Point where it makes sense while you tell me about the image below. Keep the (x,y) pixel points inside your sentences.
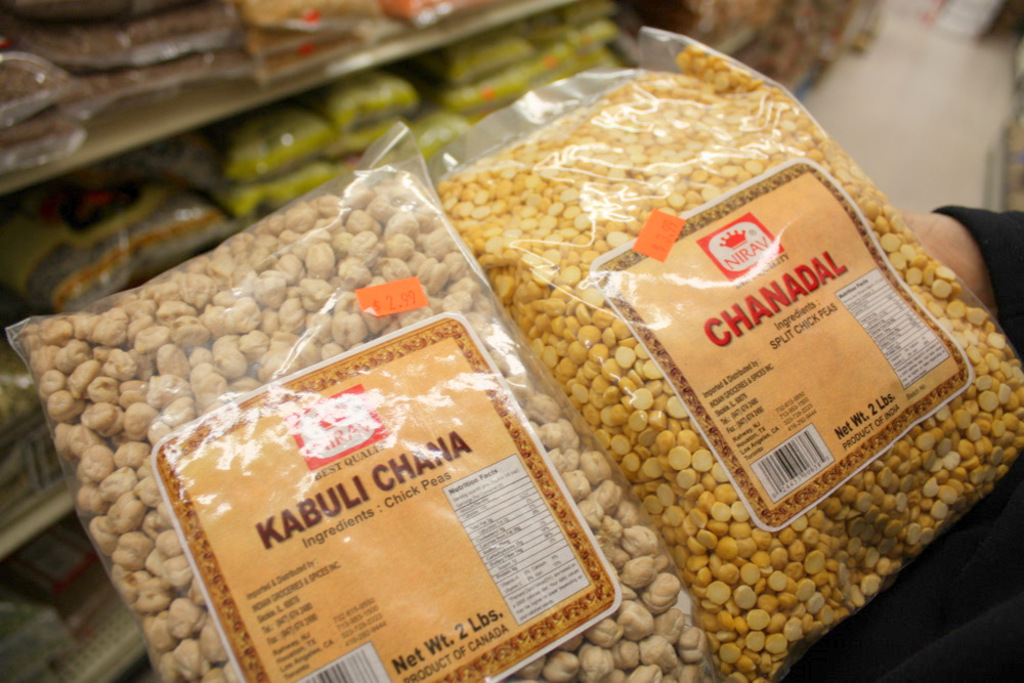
This image looks like a shopping mall (339,337), there is a person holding the kabuli chana and chana dal packets (281,444), also we can see some shelves (426,46) with some packets (116,215).
